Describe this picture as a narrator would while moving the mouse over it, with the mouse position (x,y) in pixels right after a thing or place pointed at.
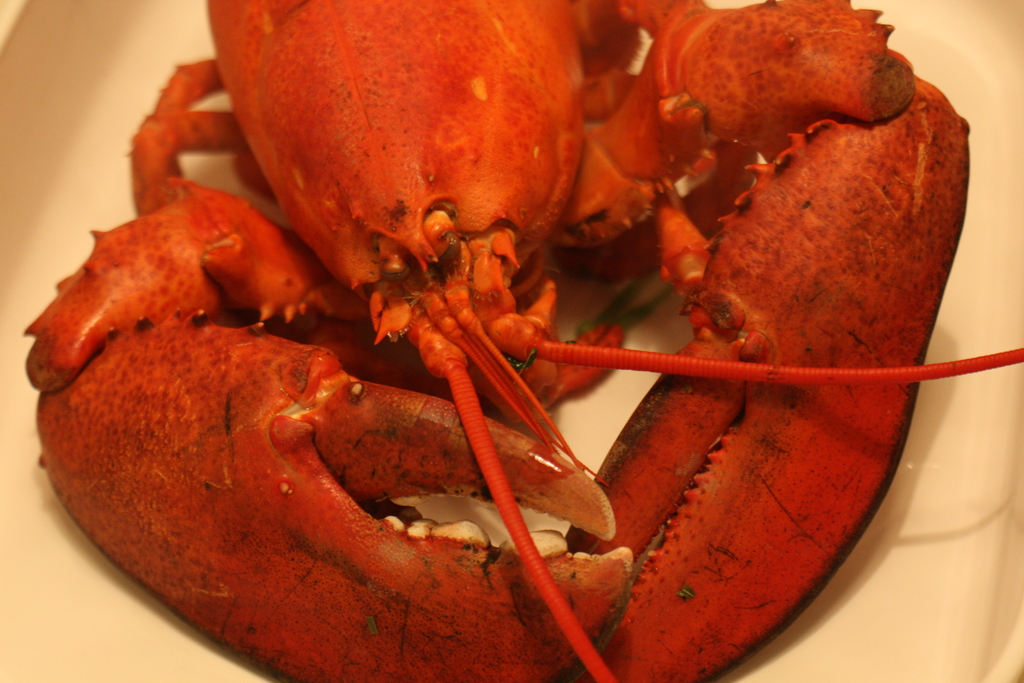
In this image I can see the food (266,162) in the plate (75,189) and the food (162,268) is in orange color and the plate (67,574) is in white color.
